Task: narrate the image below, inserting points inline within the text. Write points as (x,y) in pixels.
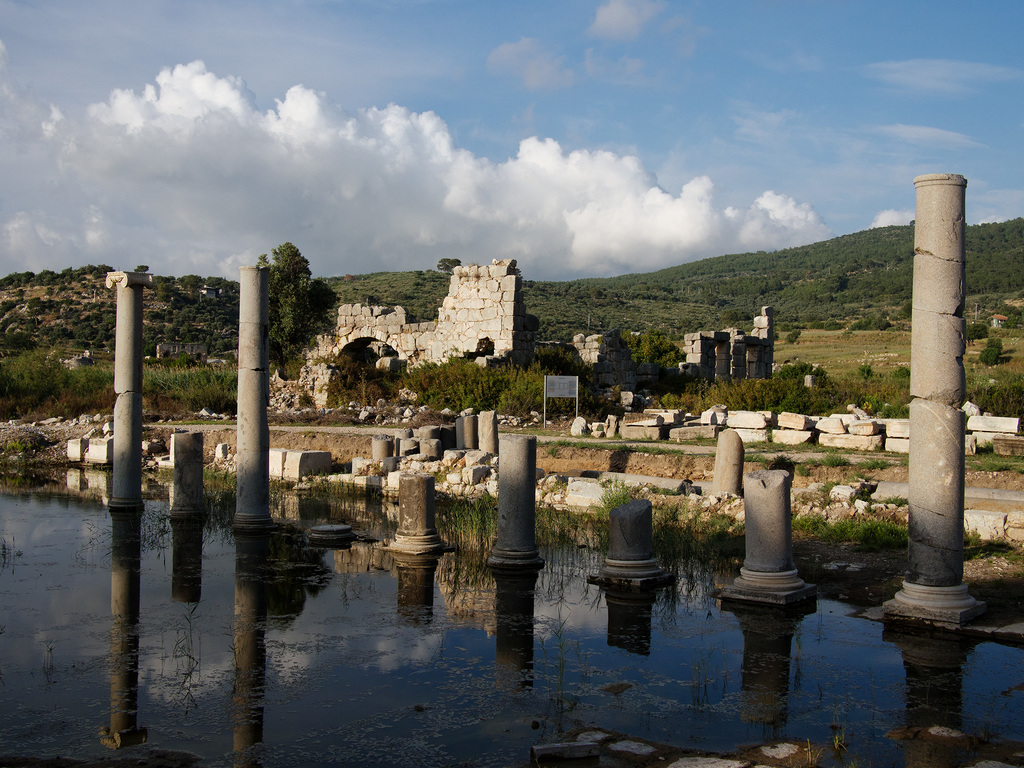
This image is taken outdoors. At the top of the image (212,146) there is the sky (449,171) with clouds (555,193). At the bottom of the image (377,684) there is a pond (543,728) with water (218,595). In the middle of the image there are a few pillars (911,490). There are a few bricks (686,418) on the ground (227,429) and there is a broken wall (431,329). There is a board (552,394) with a text (569,391) on it. There is a ground (829,343) with grass (834,367) on it and there are many trees (752,276) and plants (191,289) on the ground (865,357).
